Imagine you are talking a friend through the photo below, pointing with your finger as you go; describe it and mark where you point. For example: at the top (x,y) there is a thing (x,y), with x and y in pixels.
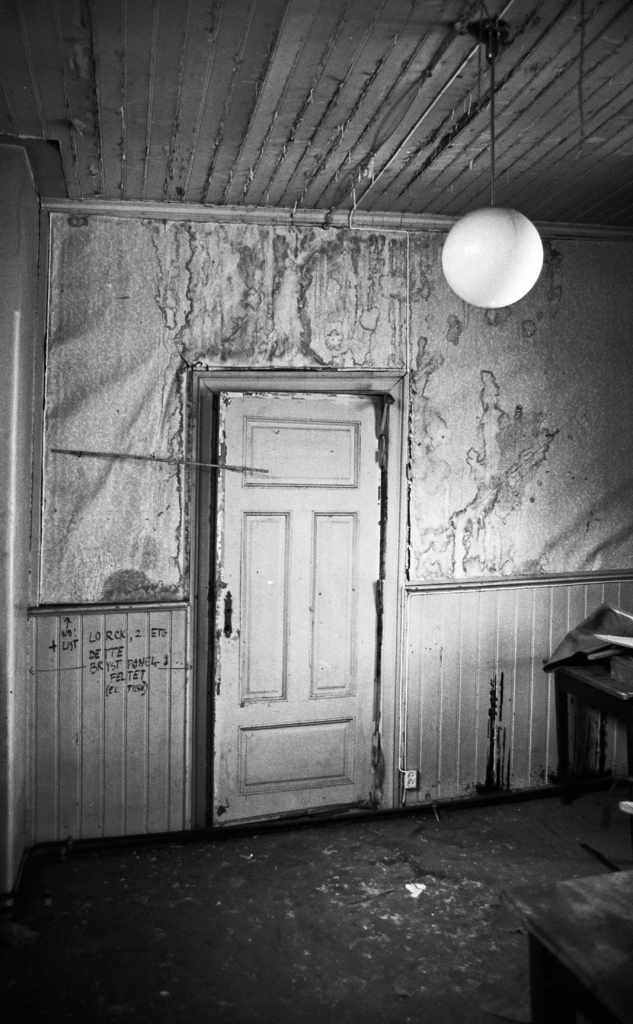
The image is in black and white, there we can see a door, there is a wall (603,270), there is a light (517,227).
